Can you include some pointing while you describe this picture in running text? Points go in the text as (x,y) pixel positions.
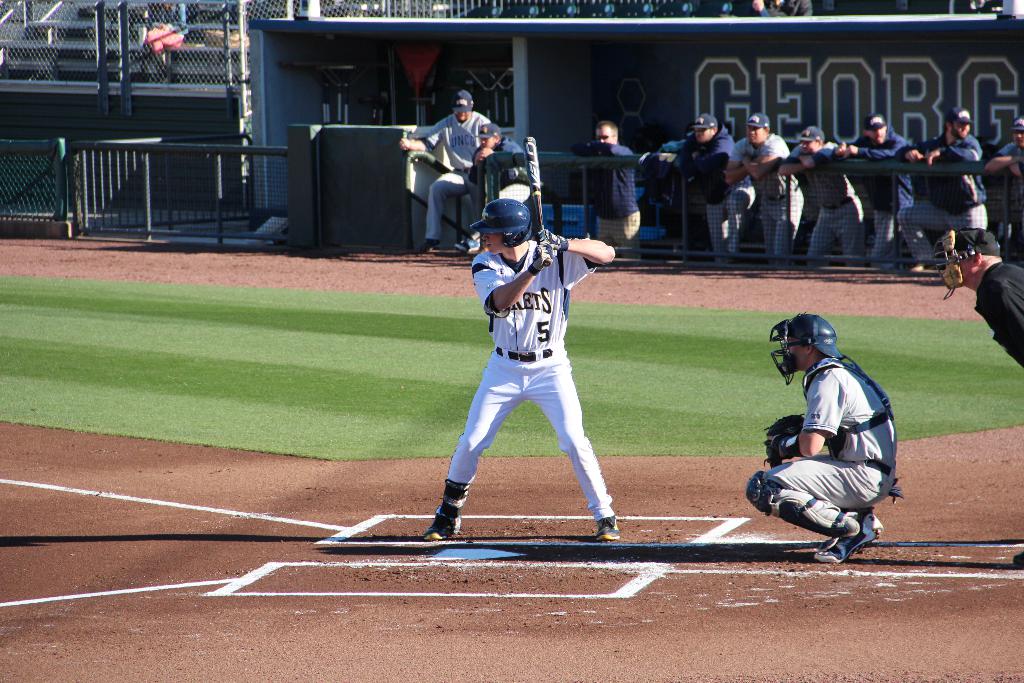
This picture might be taken in a stadium (555,463), in this picture in the center (522,354) there is one man (507,367) who is standing and he is holding a bat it seems that he is playing something. Beside him there are two persons (859,391) and in the background (933,161) there are some people (455,175) who are standing and watching, and also there is a fence (148,177) and some stairs (136,82). At the bottom (553,634) there is ground (362,562).
